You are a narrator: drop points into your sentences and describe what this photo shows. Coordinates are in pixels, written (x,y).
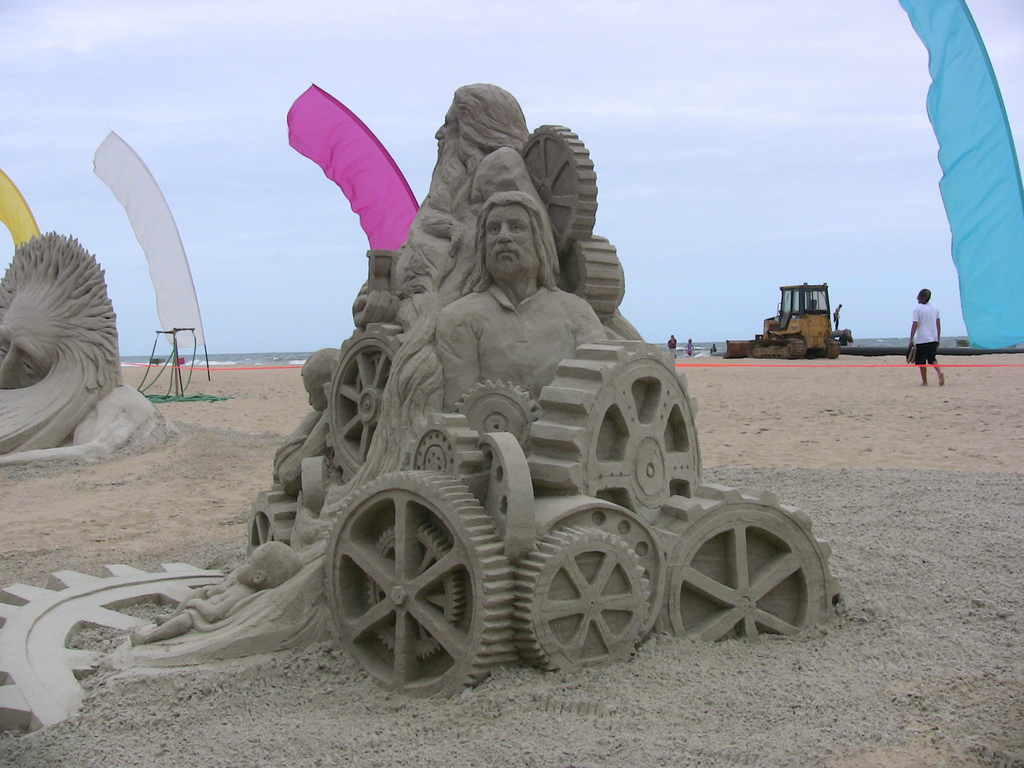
In this picture there are two sculptures (340,367) made of sand (471,516) and there are few flags (970,248) which are in different colors are behind it and there is a vehicle (795,326), few persons (923,339) and water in the background (805,323).
